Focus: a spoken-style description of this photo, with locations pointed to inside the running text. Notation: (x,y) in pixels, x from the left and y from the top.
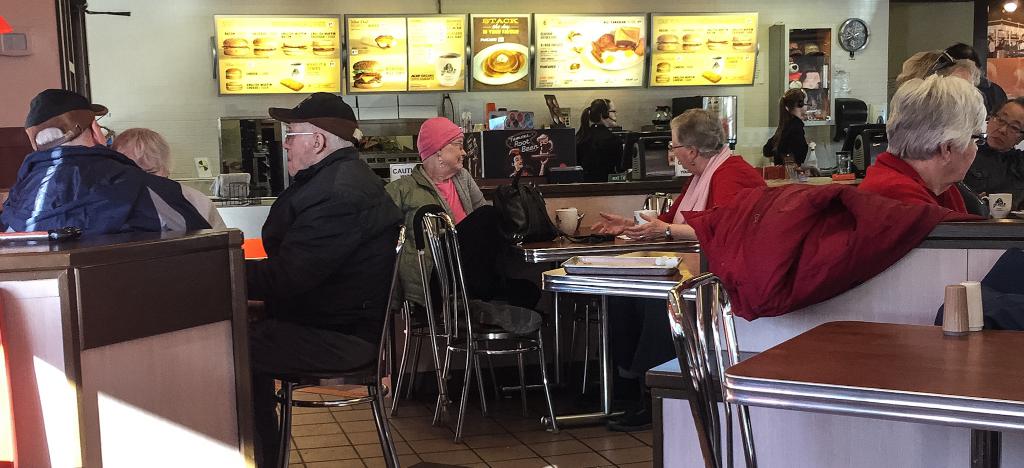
The picture is clicked inside a restaurant (493,328) where there are people (271,279) sitting on the tables (668,252) and in the background (280,64) few monitors (407,54) are present which displays food menu (672,61).
